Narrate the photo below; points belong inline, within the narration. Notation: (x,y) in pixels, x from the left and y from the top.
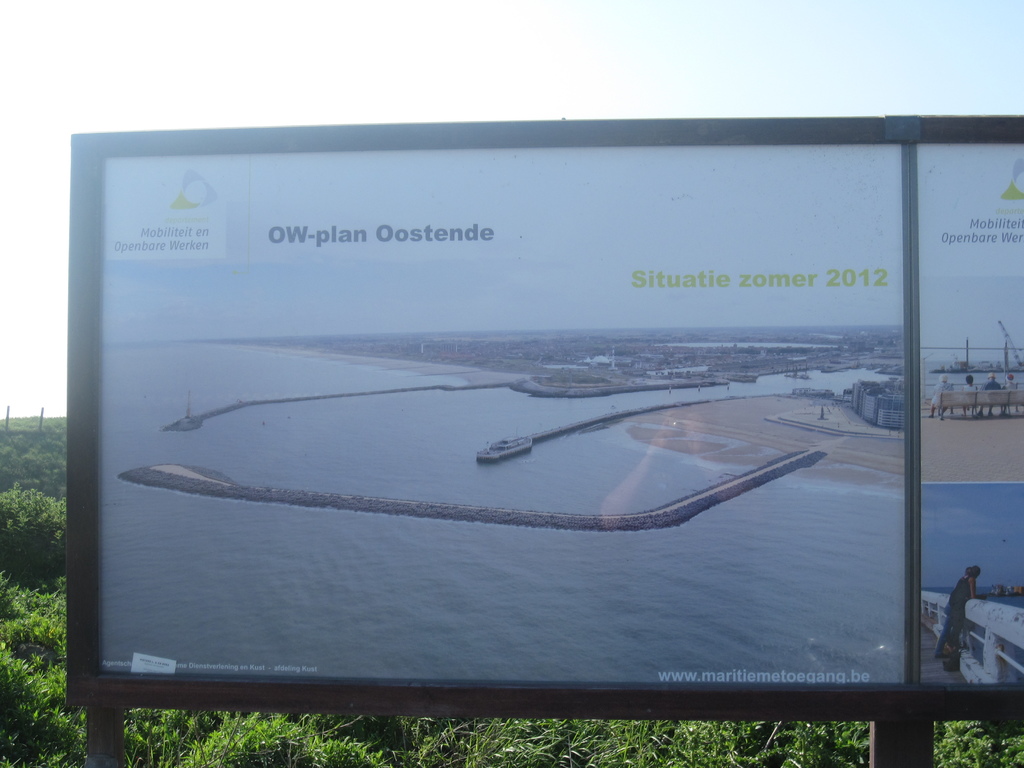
In this image in front (560,670) there is a board (506,624). In the background of the image (63,500) there are trees (41,432) and sky (57,81).
